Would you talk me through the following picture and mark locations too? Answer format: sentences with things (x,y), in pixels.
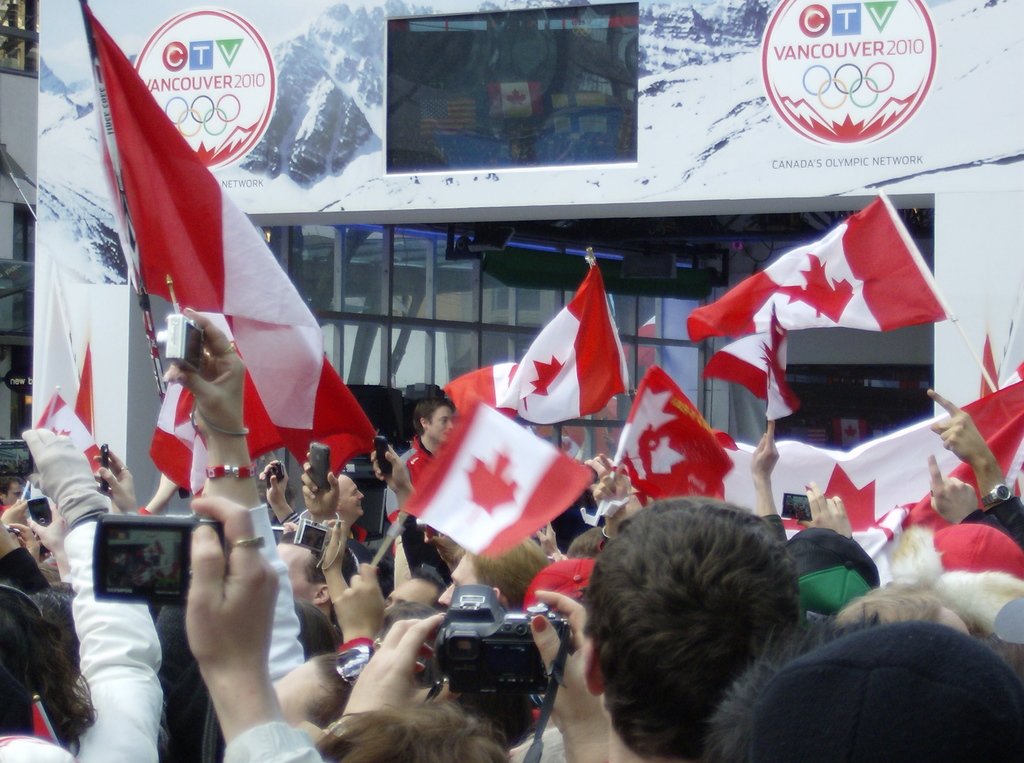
Here I can see a crowd of people (436,547) holding cameras (532,680) and flags (338,415) in their hands (208,394). In the background (462,262) there is a building (348,226) and also I can see a glass (434,305).
